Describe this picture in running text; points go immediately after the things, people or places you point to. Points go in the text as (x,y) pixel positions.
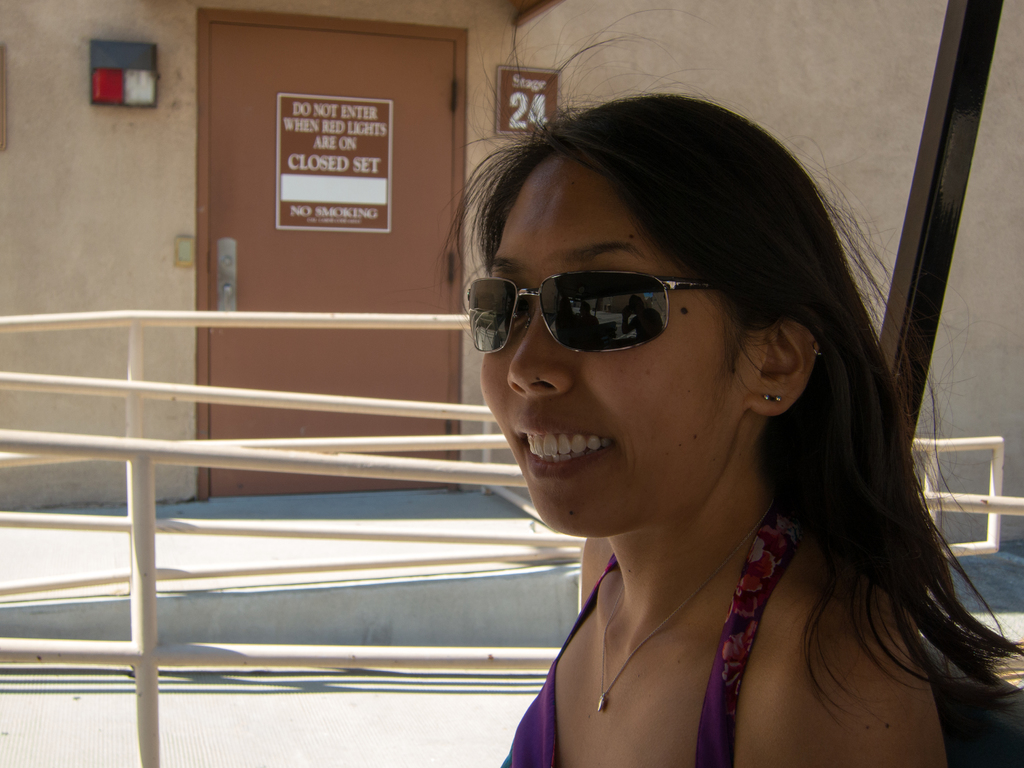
In this picture I can see there is a woman (823,765) standing on to right (692,316) and she is wearing a violet dress (555,682) and goggles (565,297). She is smiling and there is a railing (147,527) in the backdrop (29,656), there is a door (248,345) and there is something written on it. There is a wall (673,15) beside the door (266,162).
